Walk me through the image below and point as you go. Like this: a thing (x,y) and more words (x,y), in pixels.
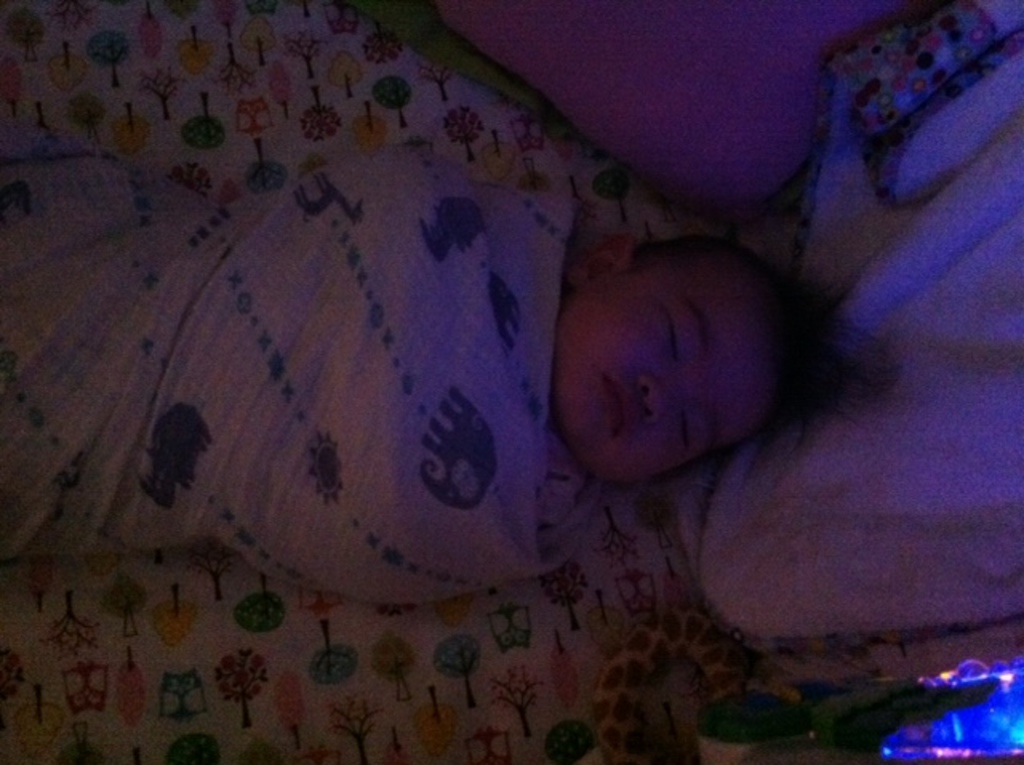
In the image we can see a baby (252,352) sleeping and the baby (290,396) is wrapped in a cloth (378,406). Here we can see a toy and pillow (837,208).
